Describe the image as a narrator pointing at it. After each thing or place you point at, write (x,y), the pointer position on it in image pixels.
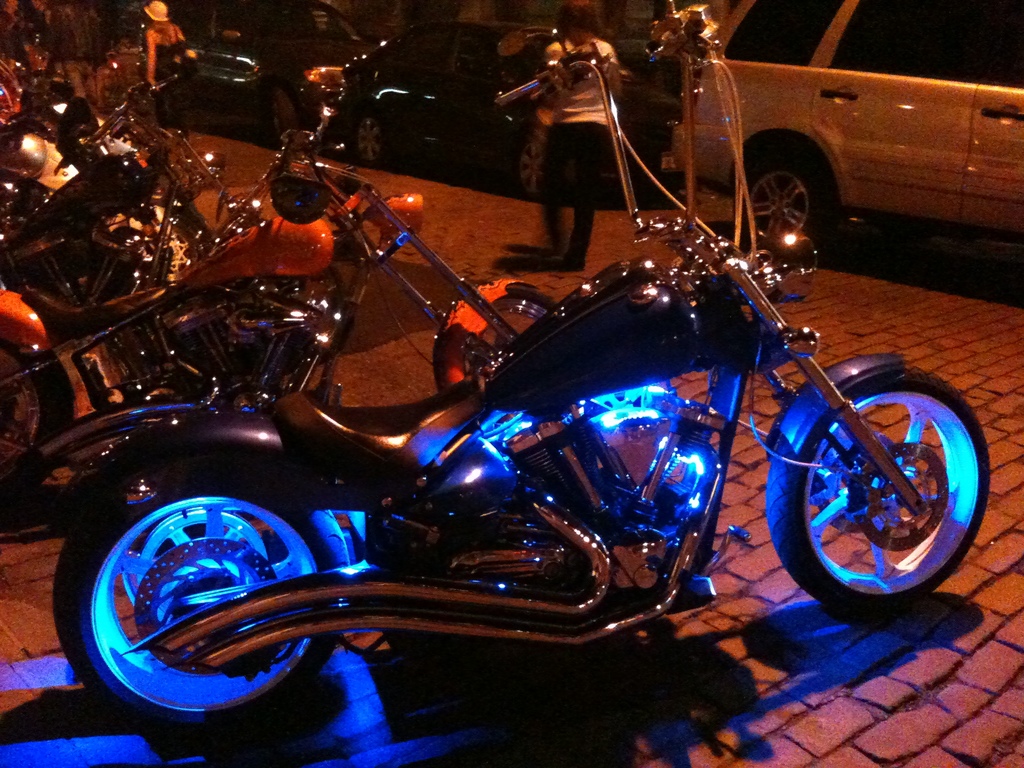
In this picture there are bikes (570,419) in the center of the image (469,394) and there are people (567,115) and cars (652,107) in the background area (464,101).
